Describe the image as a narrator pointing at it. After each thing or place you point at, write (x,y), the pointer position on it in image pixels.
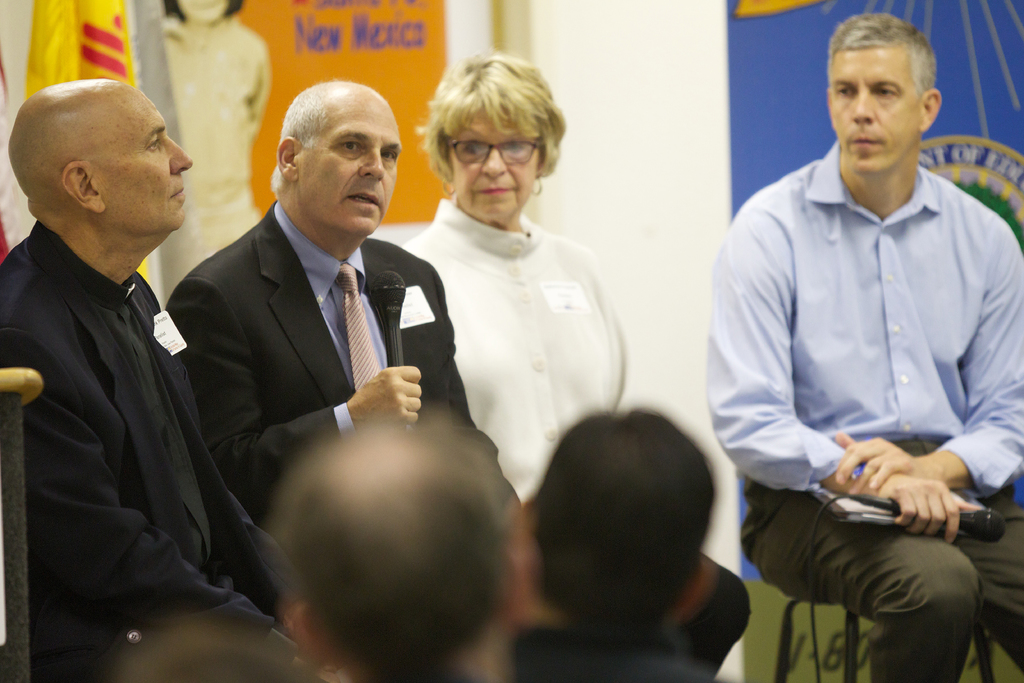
In this image I can see group of people (444,424), in which four people (763,327) are sitting on chairs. There are boards (745,75), walls (714,71) and there is a flag (85,74).
